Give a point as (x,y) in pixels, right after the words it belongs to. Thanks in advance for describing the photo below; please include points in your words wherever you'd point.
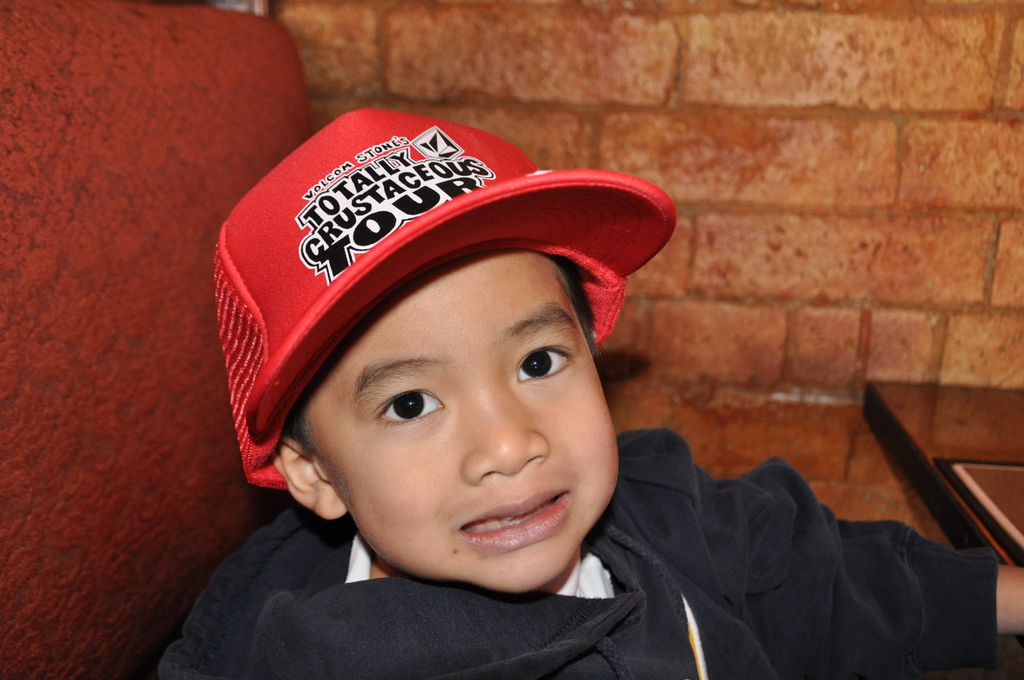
There is a child (433,531) wearing a red cap (386,217). In the back (863,329) there is a brick wall (816,216). On the cap (400,204) something is written.
